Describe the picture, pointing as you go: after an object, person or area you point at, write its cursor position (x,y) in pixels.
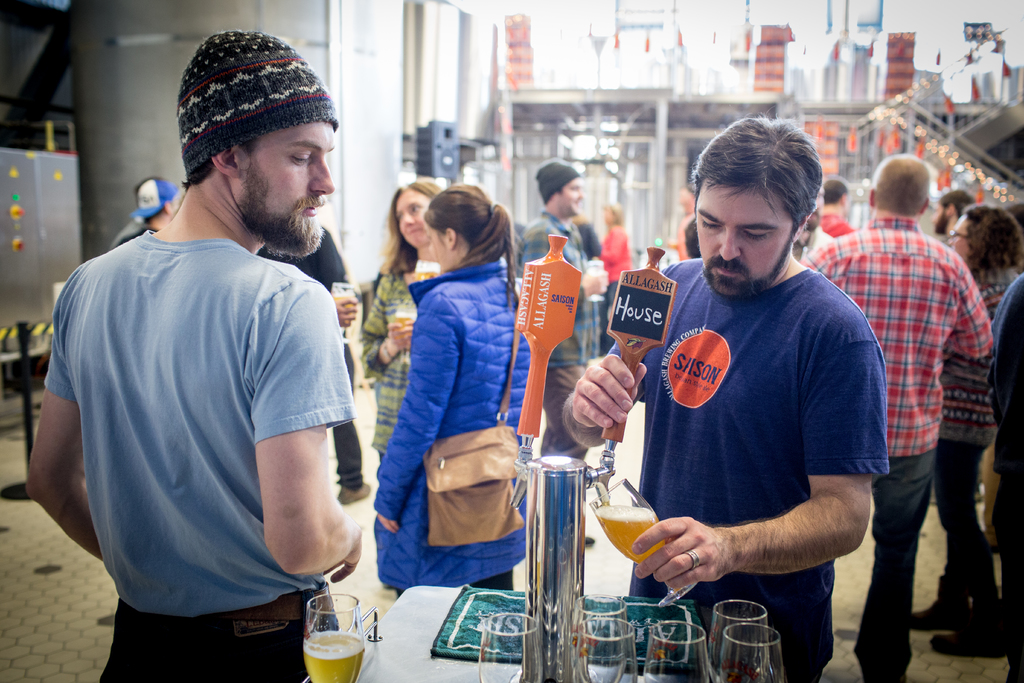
In this picture, there are group of people (263,360). A man (769,405) in blue T shirt (765,407) is filling glass (639,533) with beer (638,533). The man (189,418) beside him with a cap (242,136) is watching the process. And behind them there is a girl (486,378) with a blue winter coat (475,372) with a bag (479,486) hanging to her side. The location as if they are in indoor area. The people (771,141) are in a joyful mood.
